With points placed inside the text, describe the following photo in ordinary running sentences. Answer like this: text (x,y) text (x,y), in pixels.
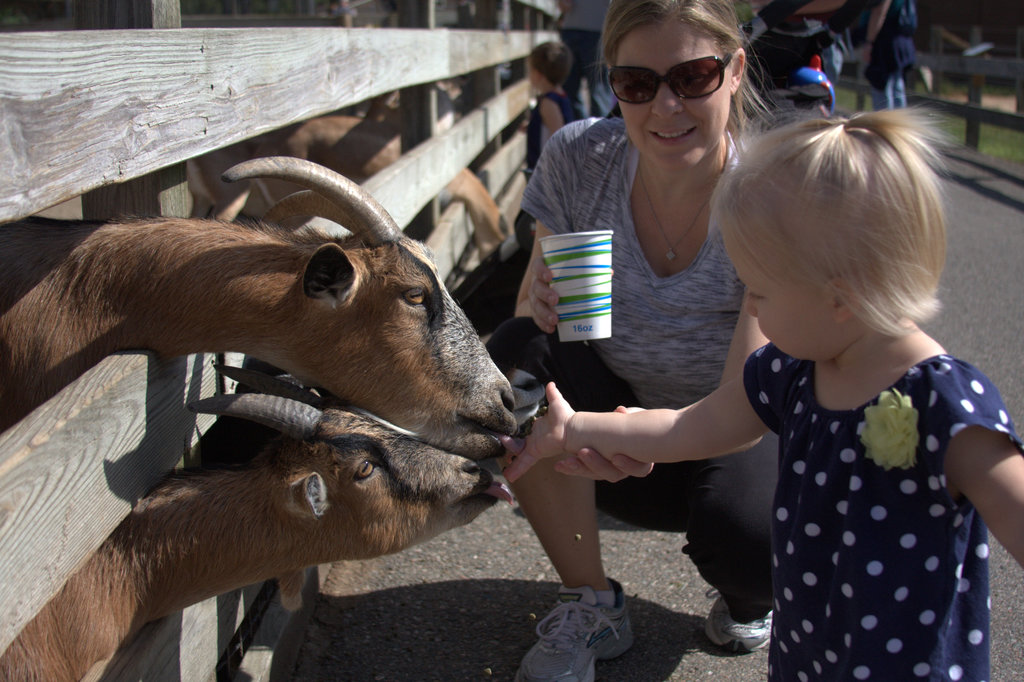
In this picture there is a woman (669,155) sitting like squat position and holding a cup (611,261), in front of her there is a girl (852,499) standing and we can see animals (257,467) and wooden fence (449,238). In the background of the image (544,62) it is blurry and we can see kid (540,127), grass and animal (465,176).
